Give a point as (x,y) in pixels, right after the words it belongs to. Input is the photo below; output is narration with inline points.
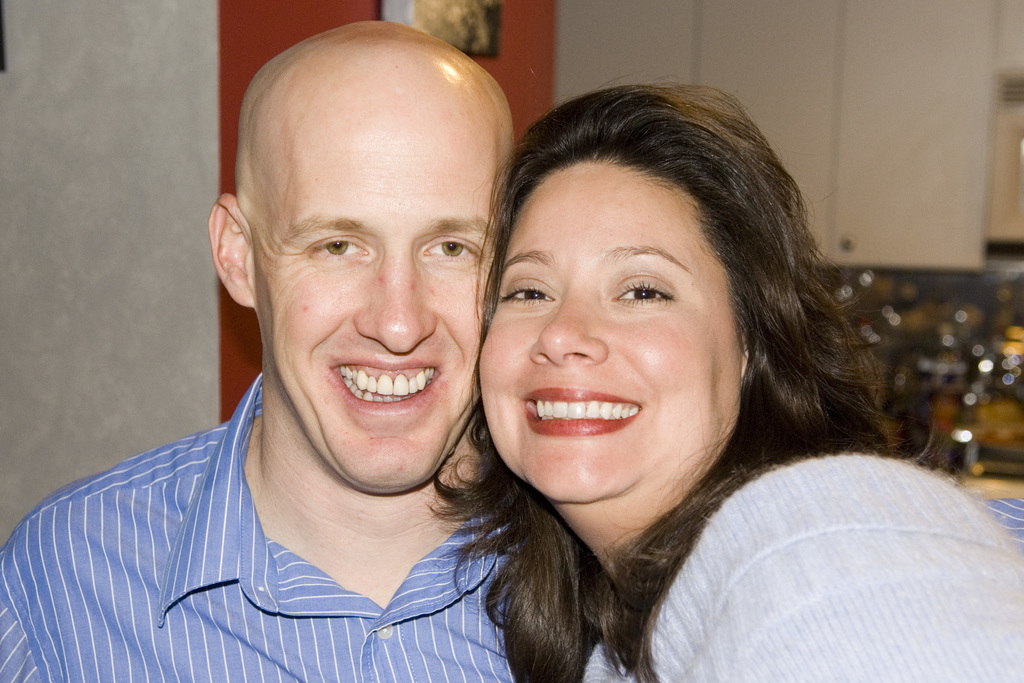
In this image we can see there is a man (130,487) and woman (928,572) standing together and smiling in the room (10,479).
